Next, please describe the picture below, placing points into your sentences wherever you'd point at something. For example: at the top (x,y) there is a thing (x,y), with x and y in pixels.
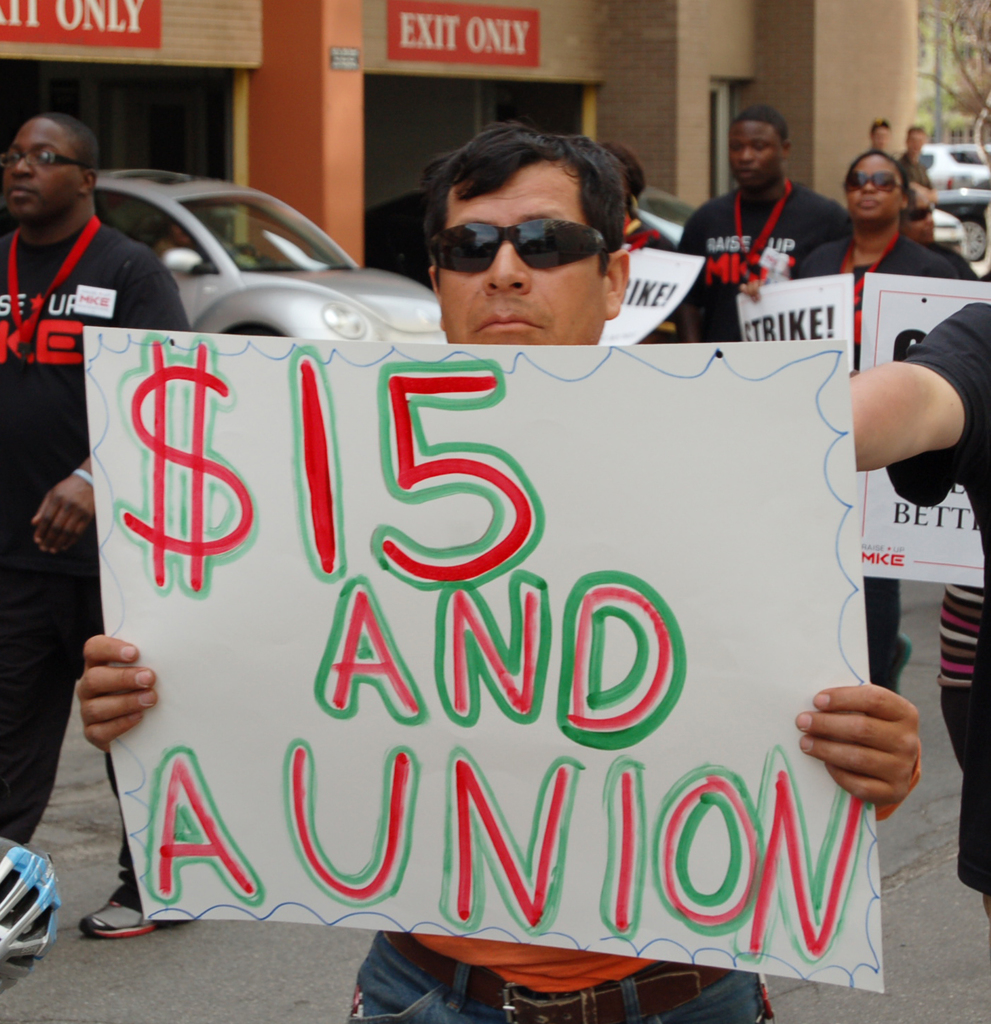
In this image I can see a man (617,219) is standing by holding the placard (504,769) in his hand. On the left side (227,231) there is a vehicle (282,276) under the building (635,134).
